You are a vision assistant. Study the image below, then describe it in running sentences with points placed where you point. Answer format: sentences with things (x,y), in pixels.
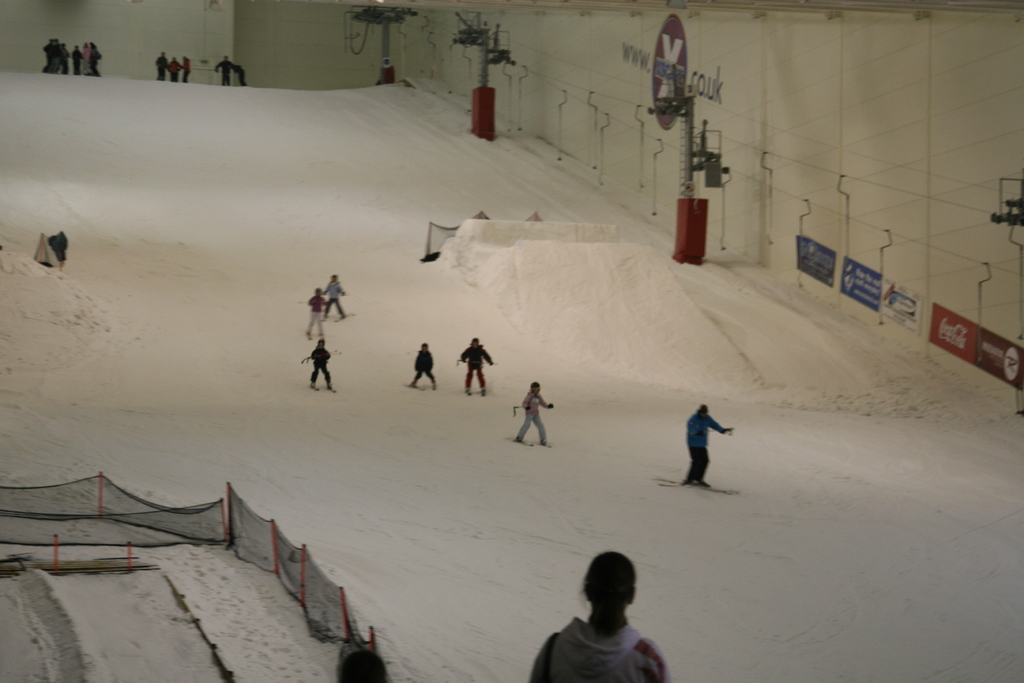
In this image I can see few people (474,358) are skiing on the snow (537,369). To the left (312,576) there is a railing (263,553). In the background (944,334) there are some boards (905,304) attached to the wall (782,24).
